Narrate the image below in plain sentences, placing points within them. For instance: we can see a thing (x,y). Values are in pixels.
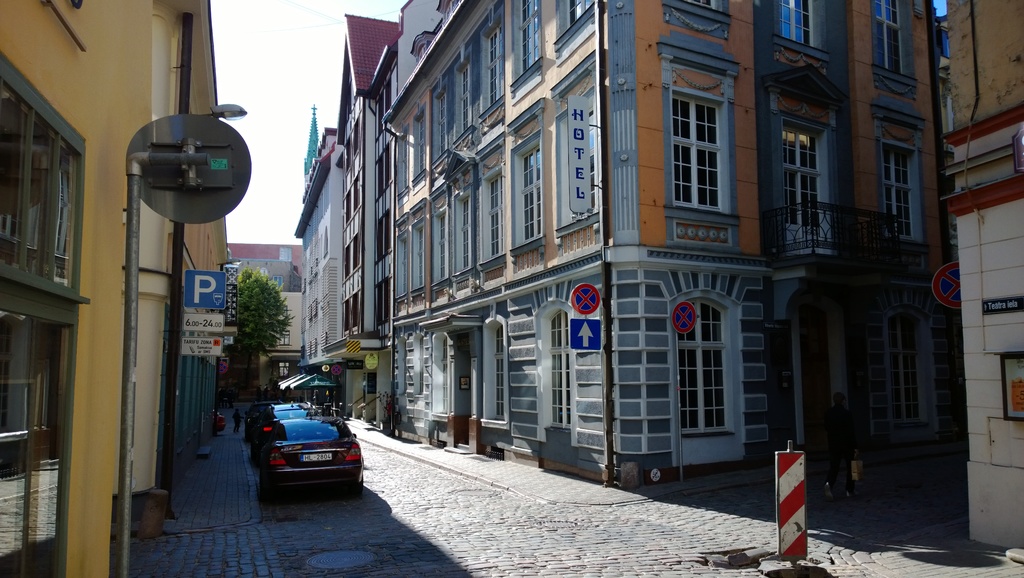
In this picture we can see some buildings (543,225), there are three cars (285,430) parked here, we can see umbrellas (291,386) here, there are some sign boards (600,329) here, on the left side (136,266) there is a pole (136,266) and a board (212,293), we can see a tree (267,306) here, there is sky (289,66) at the top of the picture (280,54), we can see railing (835,234) here, we can also see windows (685,196) of this building (724,151).
